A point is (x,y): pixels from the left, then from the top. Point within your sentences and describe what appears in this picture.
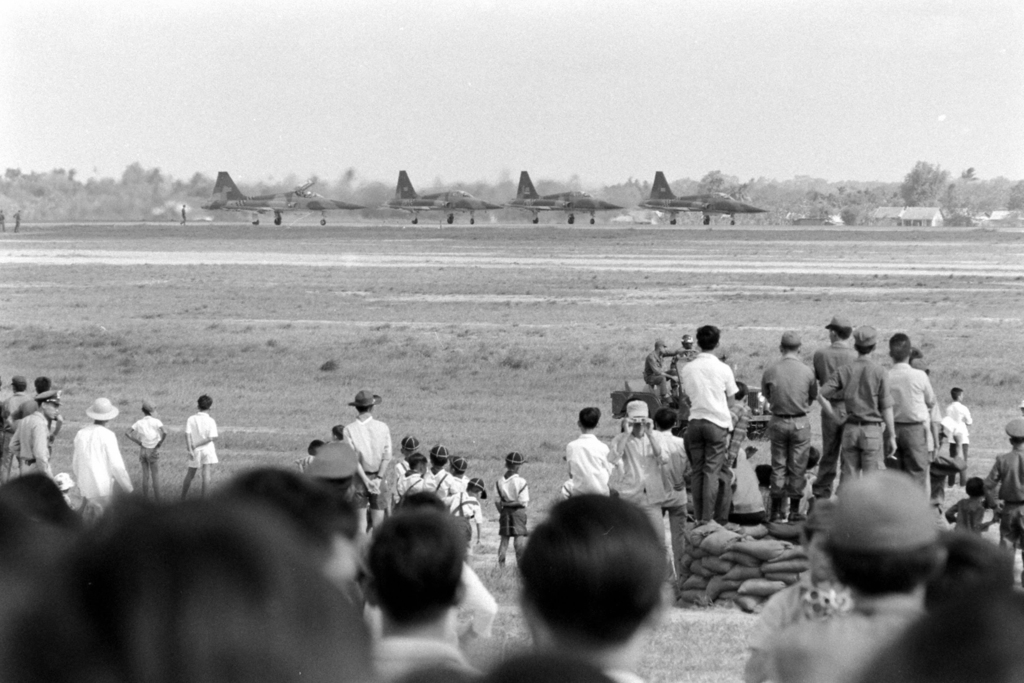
This is a black and white image. At the top of the image (229,198) we can see trees (119,198), buildings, persons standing on the ground (284,239) and air crafts (455,202). At the bottom of the image (613,600) we can see persons (660,582) standing on the ground (385,518) and some are standing on the gunny bags (741,546).
